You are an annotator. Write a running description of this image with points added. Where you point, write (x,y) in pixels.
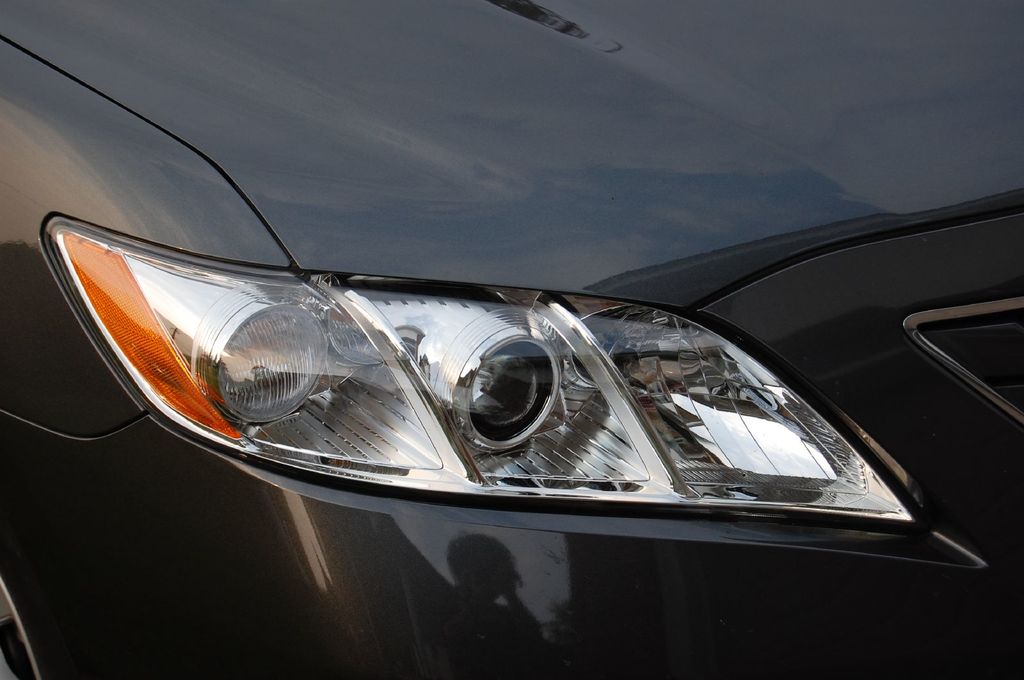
In this picture we can see a black color car (719,185), we can see an indicator (198,408) and headlight (556,409) here.
